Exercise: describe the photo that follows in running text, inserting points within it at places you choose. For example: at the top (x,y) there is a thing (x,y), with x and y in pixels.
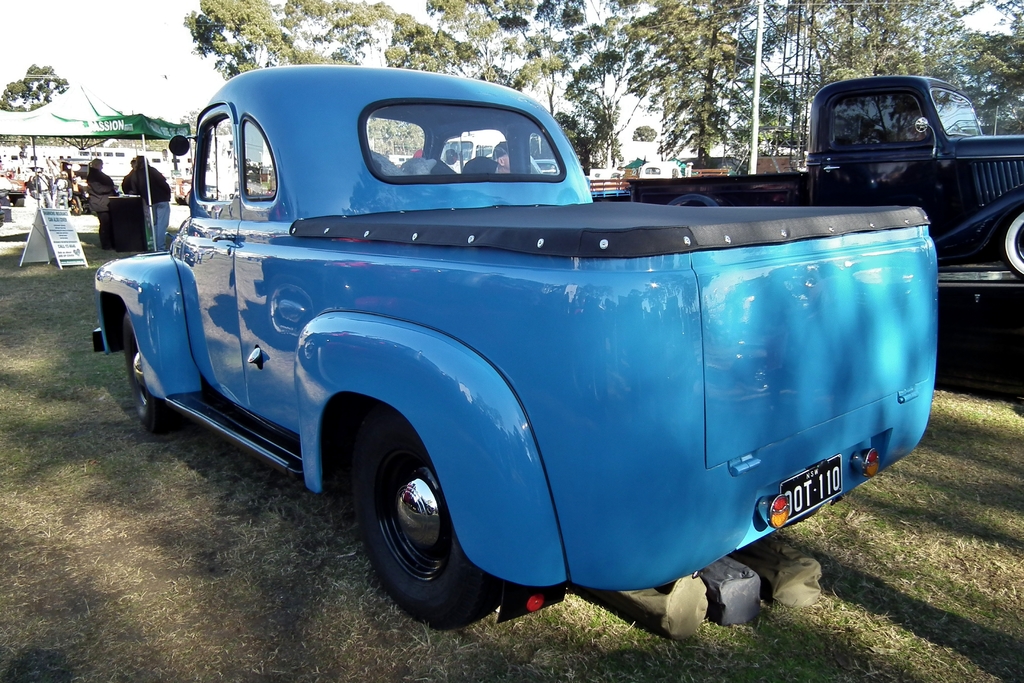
In this image there are two vintage cars (824,320) parked on the ground (950,413) one beside the other. On the left side (99,132) there is a tent (99,107) under which there are few people (96,182). On the right side (717,57) there are trees (590,36) in the background (624,33).
